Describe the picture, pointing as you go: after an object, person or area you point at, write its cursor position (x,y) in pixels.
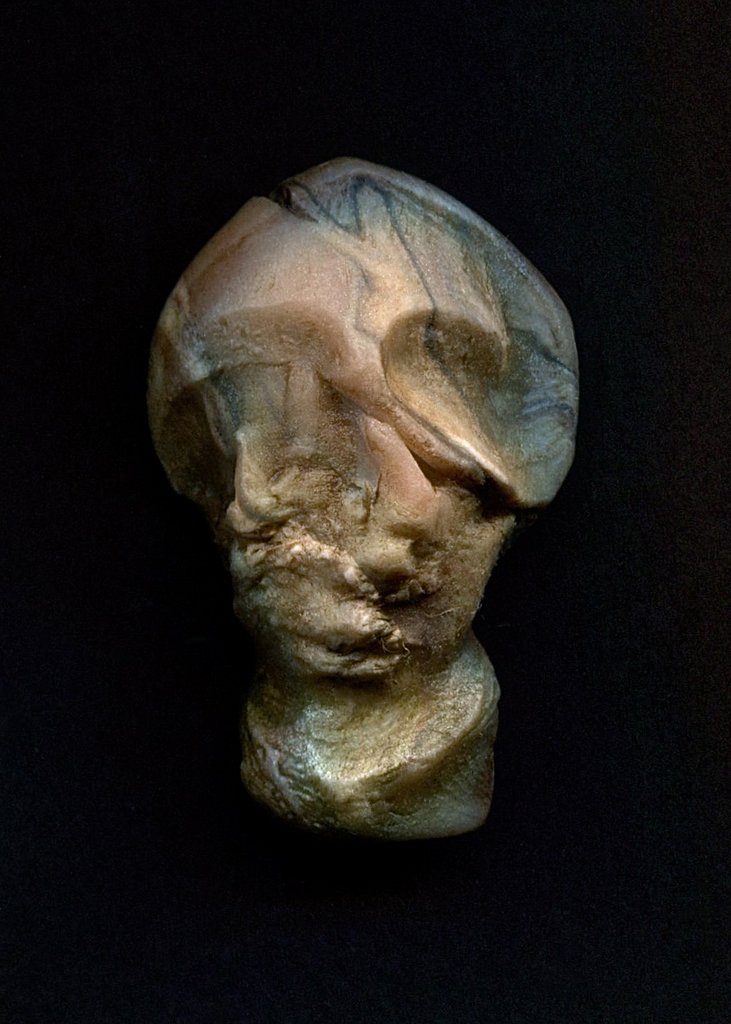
In this image in the center (302,345) there is a sculpture (261,576), and there is a black background (63,708).
